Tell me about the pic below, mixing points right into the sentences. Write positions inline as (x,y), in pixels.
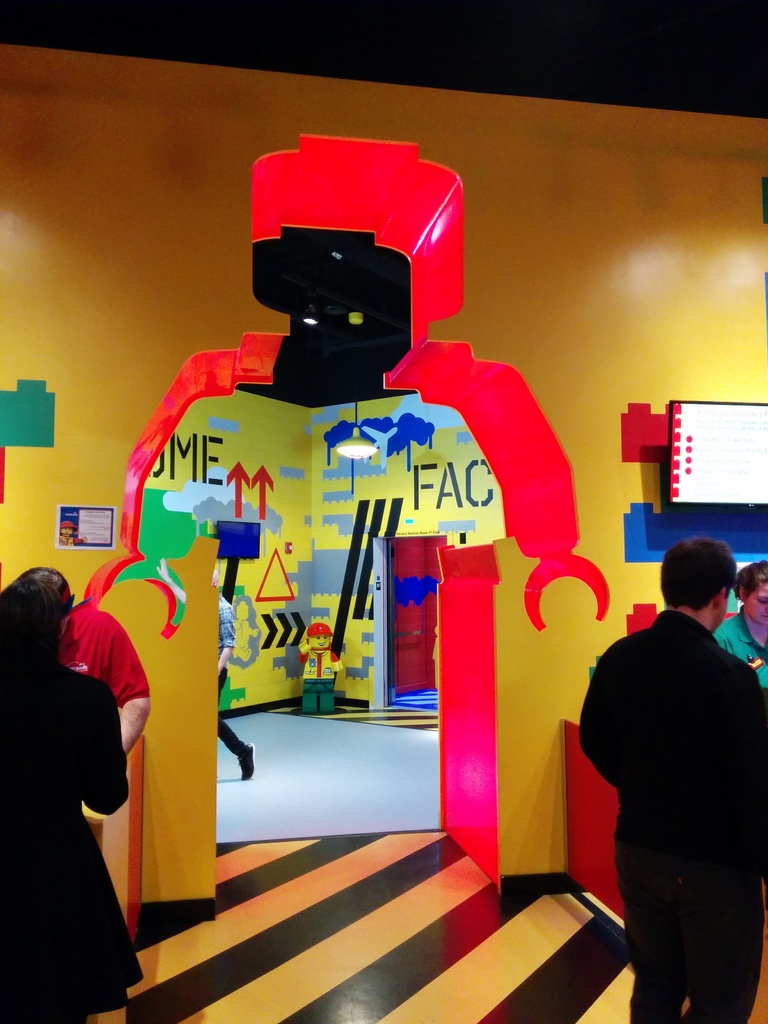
In the picture we can see a floor (234,1013) with black and yellow lines (539,899) on the either side of the floor (495,952), we can see some people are standing and in the wall (752,383) we can see it is shaped in the kind of a person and from it we can see another room (353,423) with a colorful wall (363,421) and a doll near the wall (363,421) and a person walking out.
